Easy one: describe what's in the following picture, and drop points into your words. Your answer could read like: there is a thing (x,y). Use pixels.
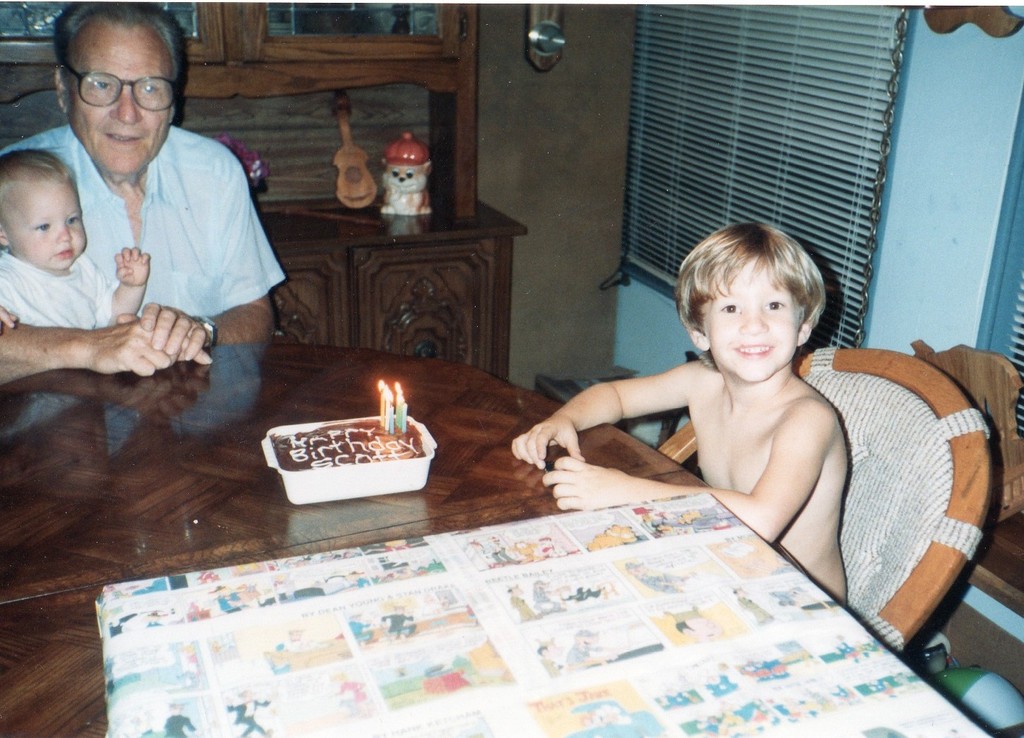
The picture contains, on the right side (888,495) boy (791,494) is sitting on the chair (939,472). On the other side one old person (157,270) and one baby (51,251) is sitting on the chair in front of the table (225,537). Behind the old person (199,291) one more table (338,254) is there some cake (394,454) is there on the table (335,518) and some toys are there on the other table (354,228) behind the old person (219,180) some window (272,19) is there.
